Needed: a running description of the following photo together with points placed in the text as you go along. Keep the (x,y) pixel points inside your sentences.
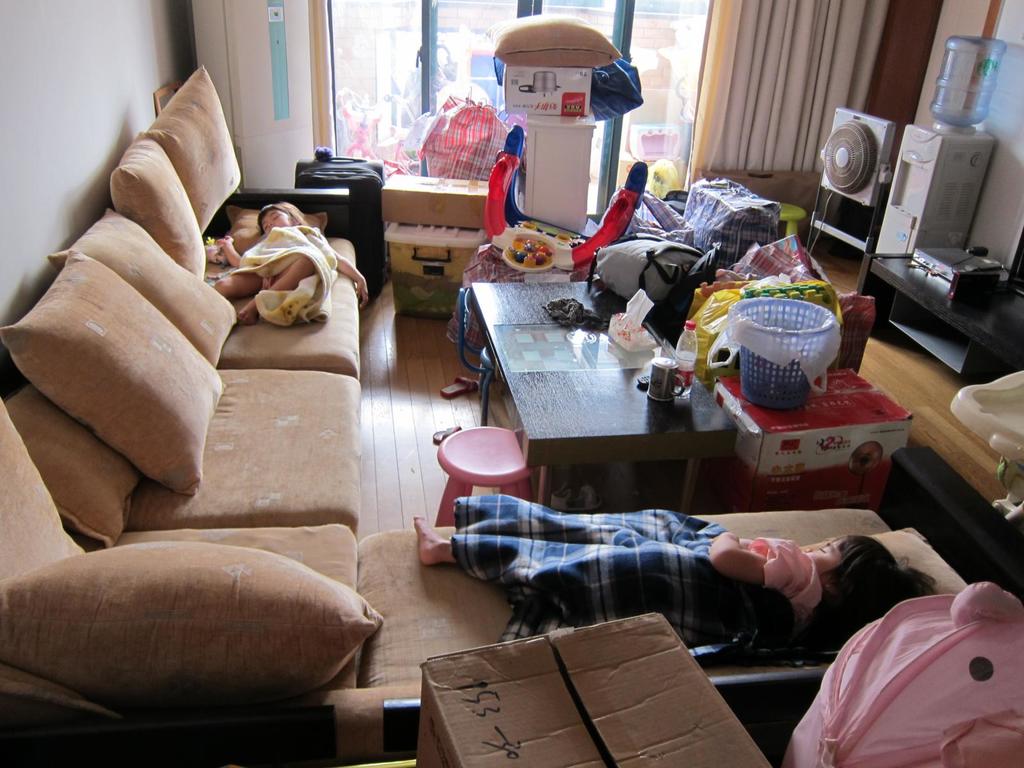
In this picture we can see two kids (540,535) who are sleeping on the sofa (237,482). These are the pillows (296,571). And this is floor (385,424). Here we can see a table (515,382). Beside the table (541,414) there is a basket (760,344) and bags (756,258). On the background (669,83) there is a glass (450,64) and this is curtain (763,87). Here we can see some electronic devices (887,231). And these are the boxes (654,706).
